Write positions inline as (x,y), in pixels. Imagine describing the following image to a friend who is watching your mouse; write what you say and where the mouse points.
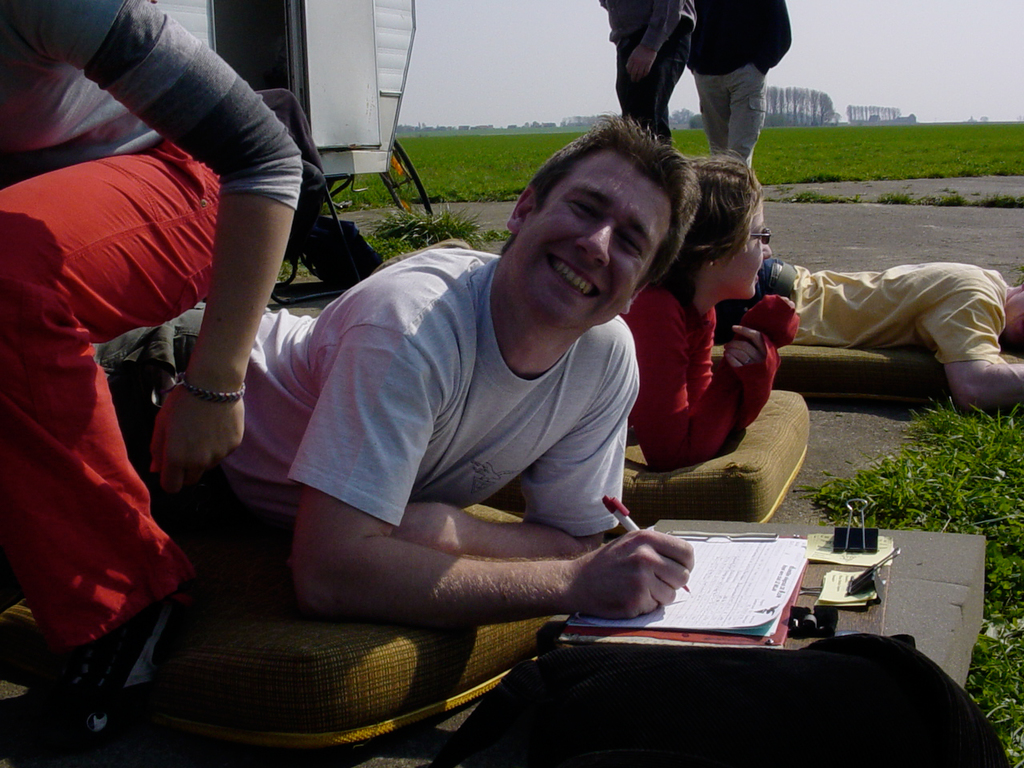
Here we can see people (724,55). This man (612,278) is smiling and holding a pen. Here we can see papers (736,575). Land (928,173) is covered with grass (518,148). Far there are trees (829,102).
